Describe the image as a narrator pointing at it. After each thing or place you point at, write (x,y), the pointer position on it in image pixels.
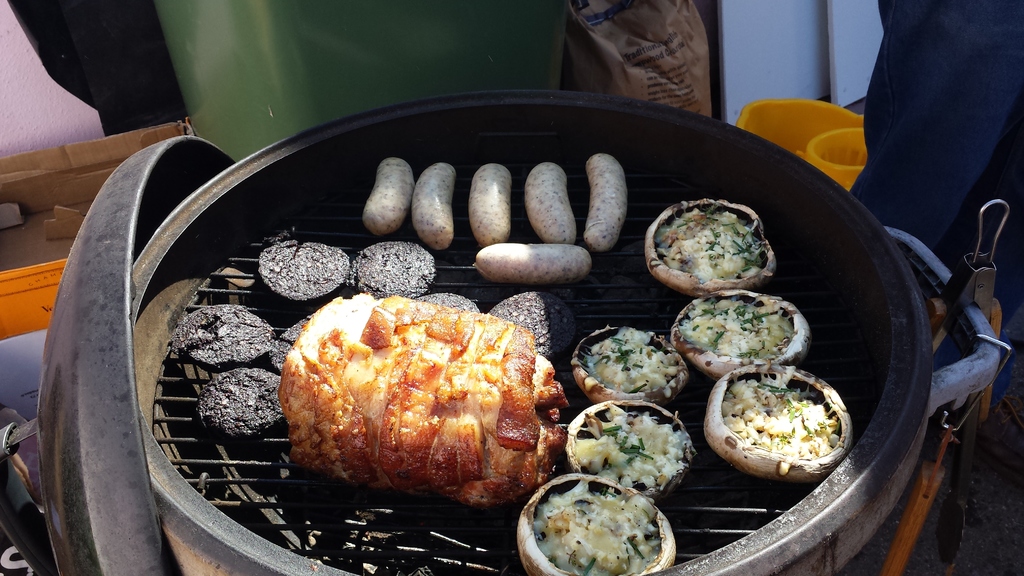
In this image we can see a machine (190,561) called grill roaster (137,358) in which food (458,318) is being prepared.
